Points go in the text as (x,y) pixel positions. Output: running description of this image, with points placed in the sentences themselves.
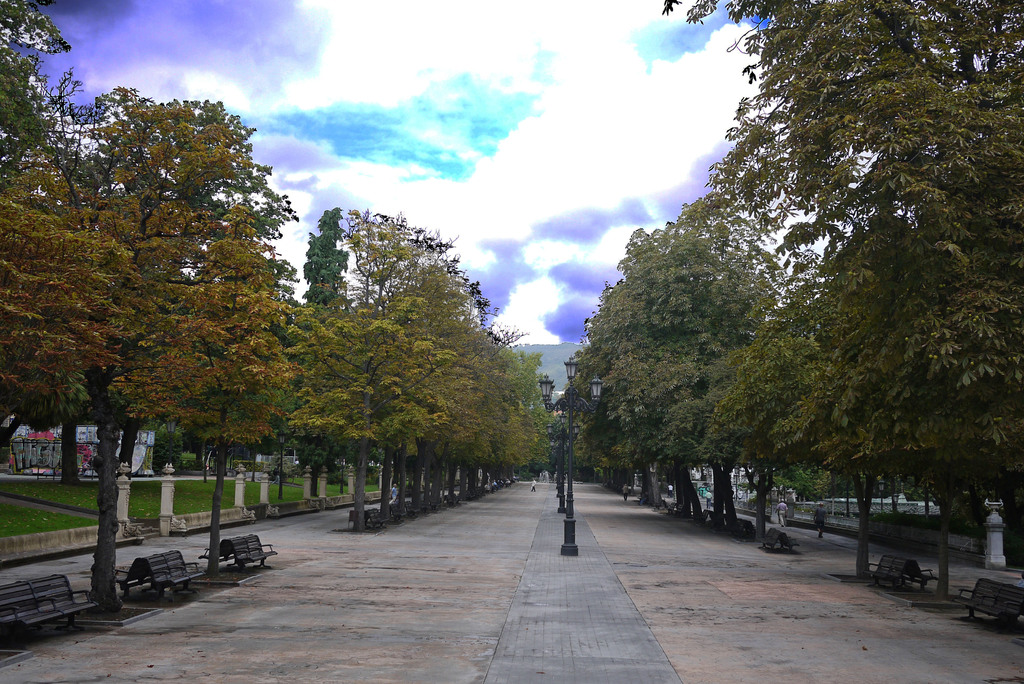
In the foreground of this image (524,592), there is a path (529,624), few poles (564,498) and on either side, there are benches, trees (805,375) and greenery (190,491). At the top (522,108), there is the sky (502,96).
